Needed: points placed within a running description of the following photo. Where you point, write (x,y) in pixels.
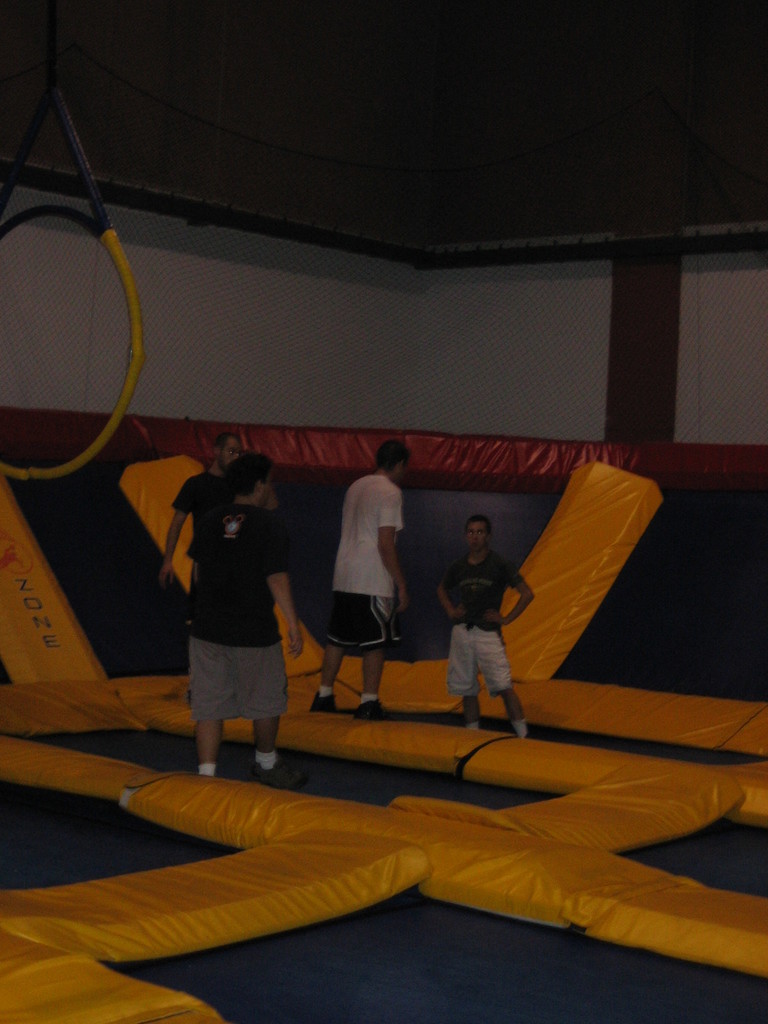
In this picture I can see group of people (376,633) are standing on an object (437,730). In the background (333,455) I can see a wall (376,386) and some yellow color objects (380,853).
